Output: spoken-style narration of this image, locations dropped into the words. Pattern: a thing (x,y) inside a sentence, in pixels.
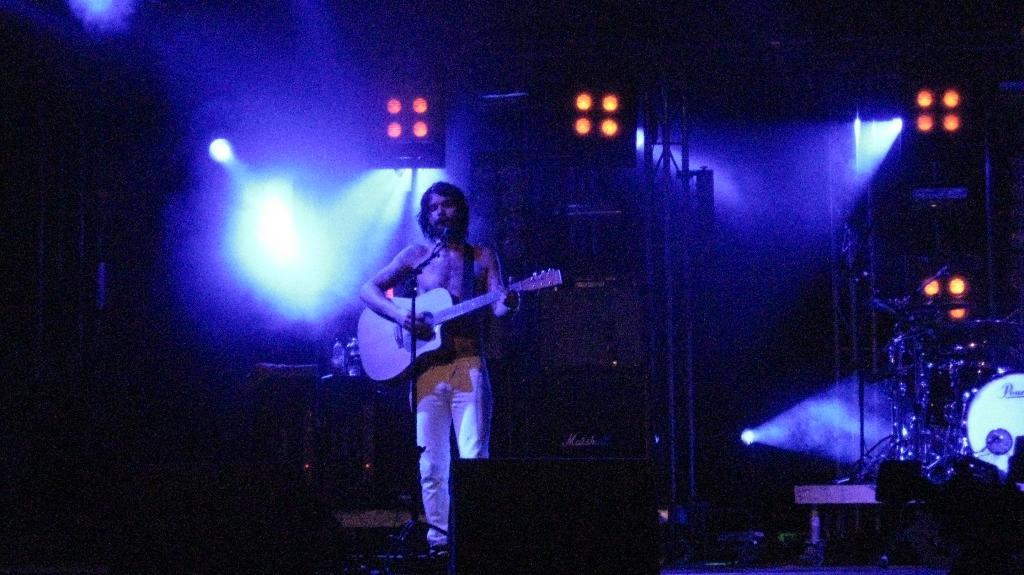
There is a man (423,281) who is singing on the mike (444,236) and he is playing guitar (387,348). Here we can see some musical instruments (922,404). There is a bottle (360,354) and these are the lights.
